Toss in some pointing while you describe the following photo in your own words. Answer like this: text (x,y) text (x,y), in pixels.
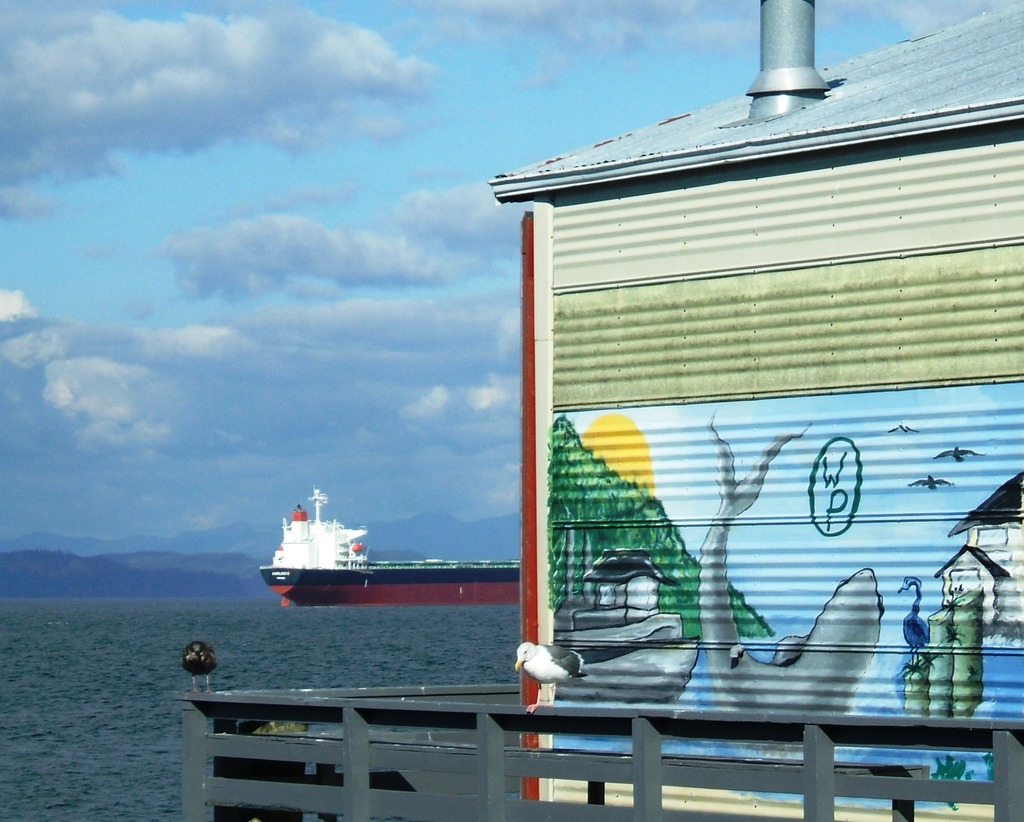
In this image there is a ship (299,563) sailing on the surface of the water (357,606). Right side (998,503) there is a house (608,538). Before it there is a fence (468,784). A bird (536,655) is standing on the fence (549,723). On the wall (833,415) of the house (847,498) there is some picture (731,579) painted on it. Background (481,551) there are hills (140,555). Top of the image (315,96) there is sky (356,174) with some clouds (339,305).
